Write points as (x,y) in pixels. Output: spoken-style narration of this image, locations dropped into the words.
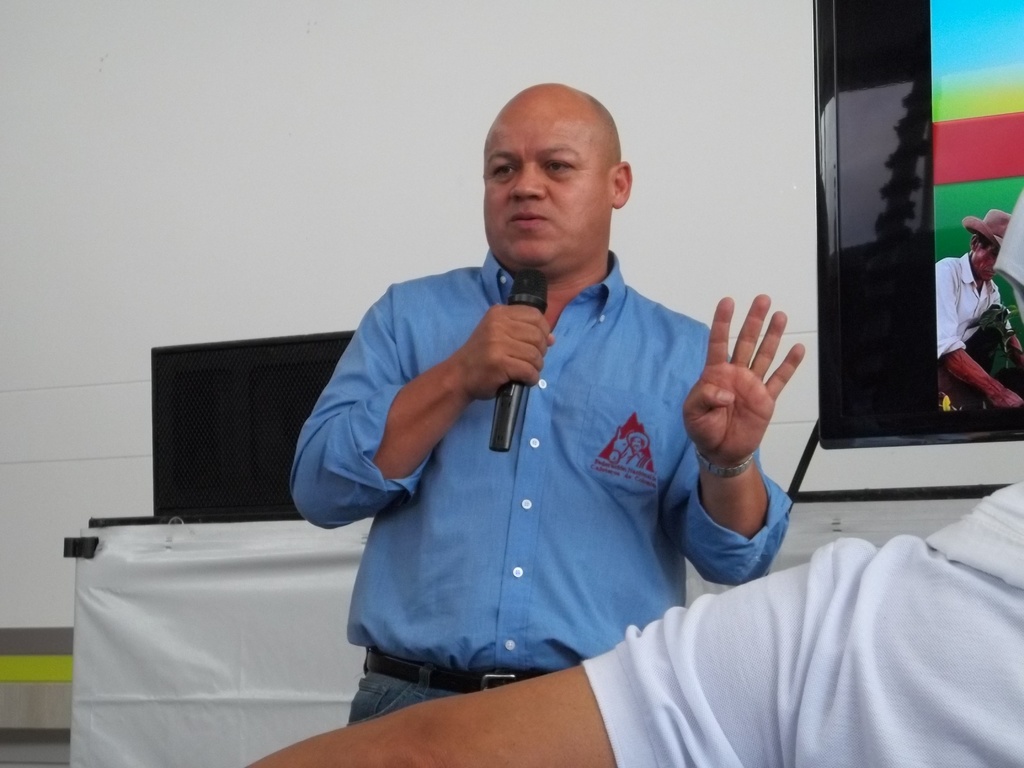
In this image we can see this person (415,462) wearing blue shirt (513,575) is holding a mic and standing on the floor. Here we can see a person's hand (432,748). In the background (236,351), we can see the monitor (888,128), black color object (204,390) and the white color wall (223,195).
